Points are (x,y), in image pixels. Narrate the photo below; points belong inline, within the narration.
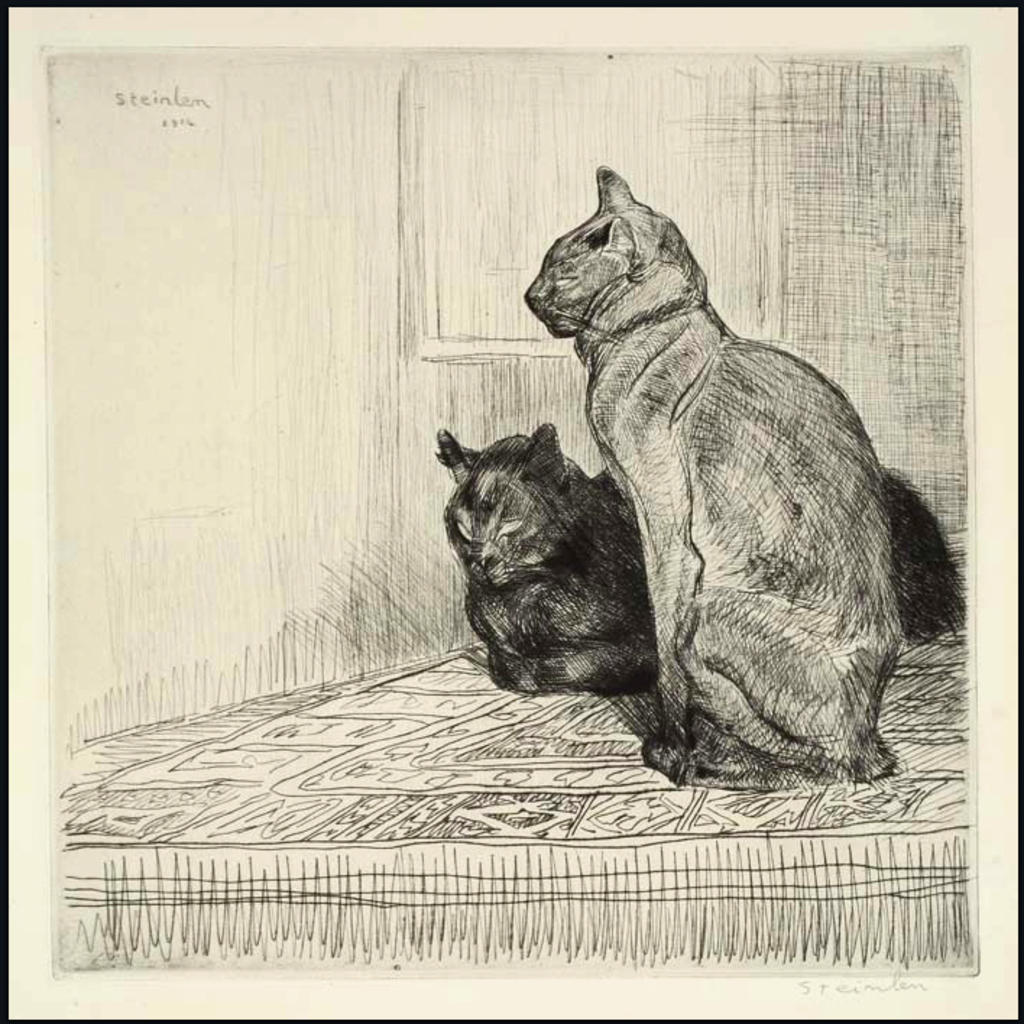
In this picture we can see a drawing (416,618), here we can see cats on a platform (384,792) and we can see a wall (367,600) in the background (327,487), in the top left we can see some text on it.
